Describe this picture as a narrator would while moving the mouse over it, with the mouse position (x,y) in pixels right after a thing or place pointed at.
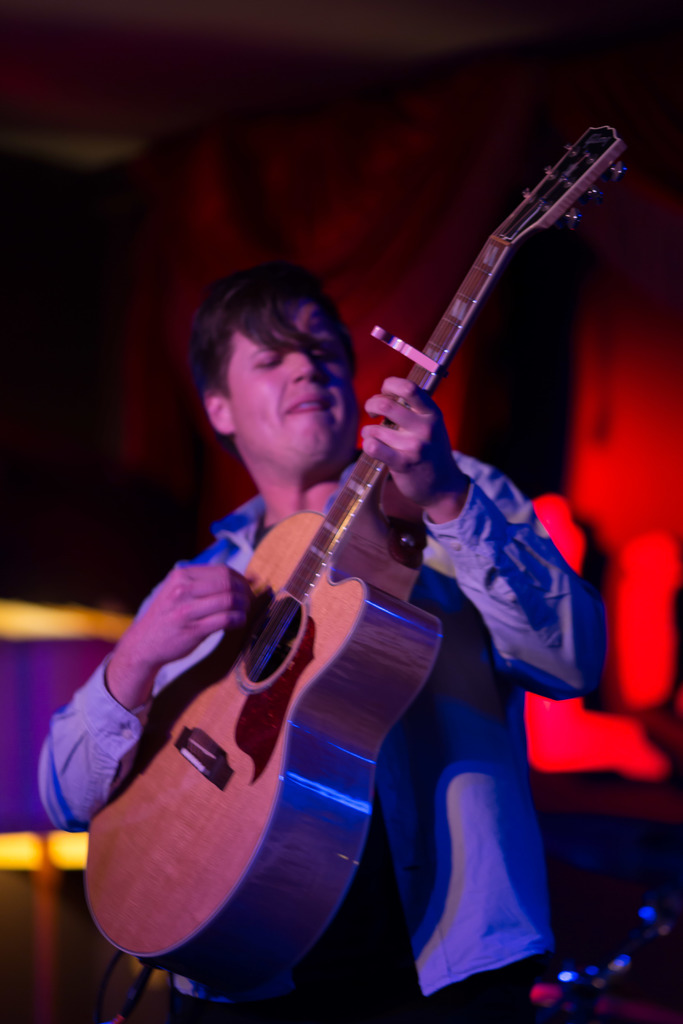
in this image and in this stage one person (288,368) is playing the guitar (299,600) and back ground (670,343) is very red and the person (496,787) is wearing blue shirt (461,836) and pant (417,986).
